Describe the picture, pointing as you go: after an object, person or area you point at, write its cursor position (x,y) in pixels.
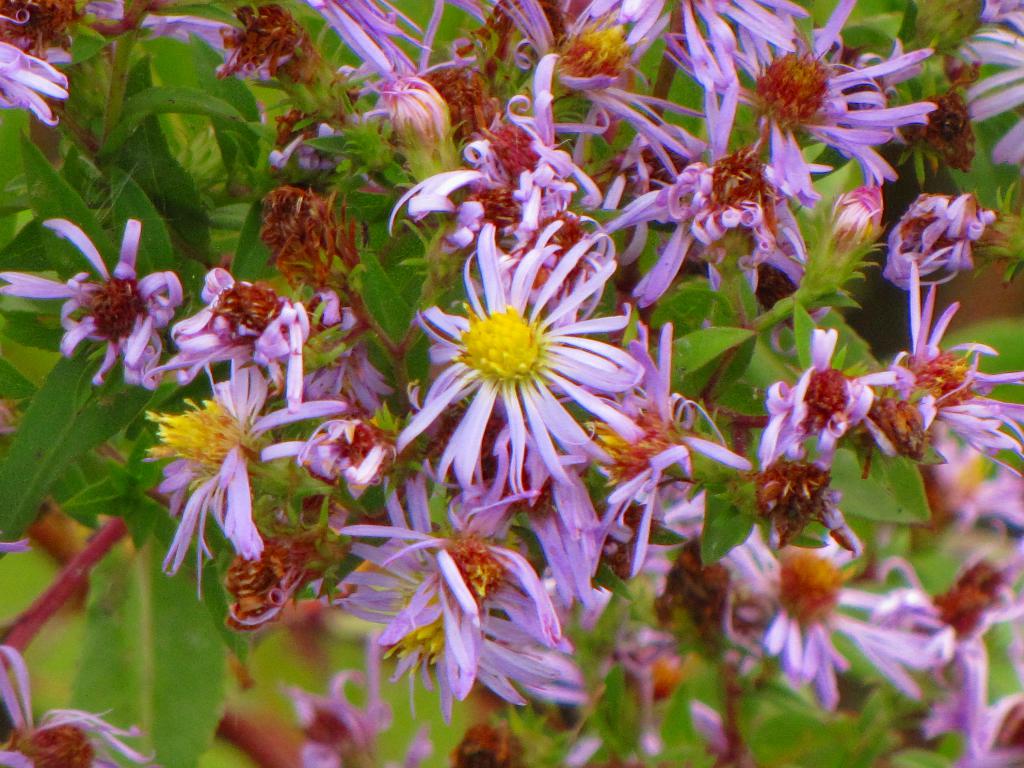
In this image I can see few purple, yellow and brown color flowers (520,320). Background (94,189) I can see few green color leaves (750,712).
